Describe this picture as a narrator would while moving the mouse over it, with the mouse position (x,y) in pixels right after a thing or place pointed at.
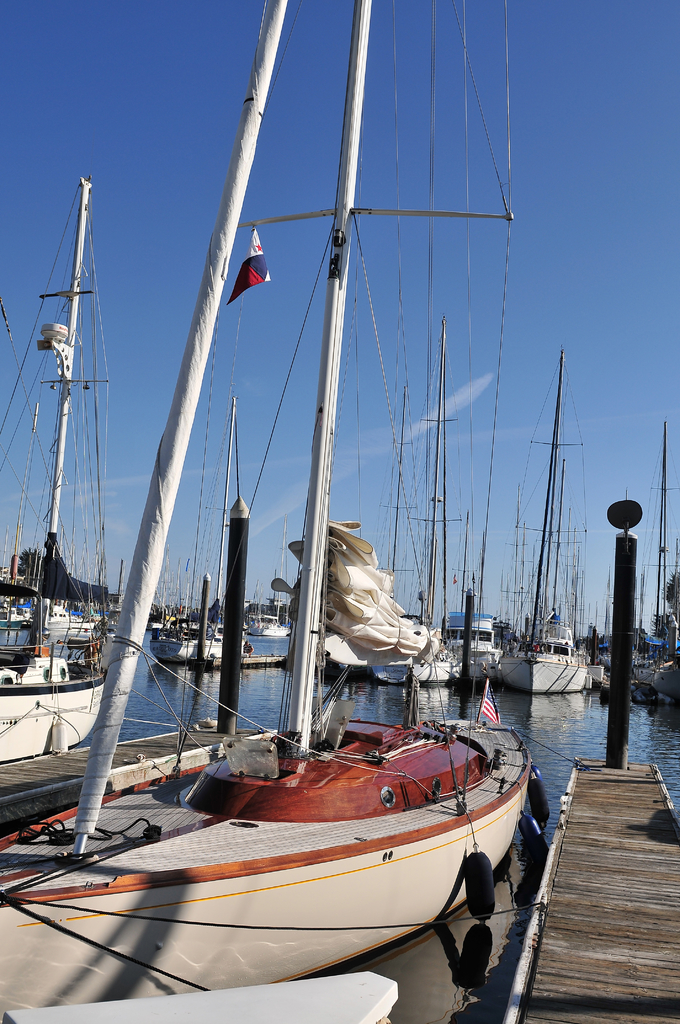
In this image there are boats (429,749) in the center (397,680) and on the boats (320,666) there are poles (50,574), ropes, and on the right side (610,847) there is a ramp (614,894) and a black colour pole (629,630).
